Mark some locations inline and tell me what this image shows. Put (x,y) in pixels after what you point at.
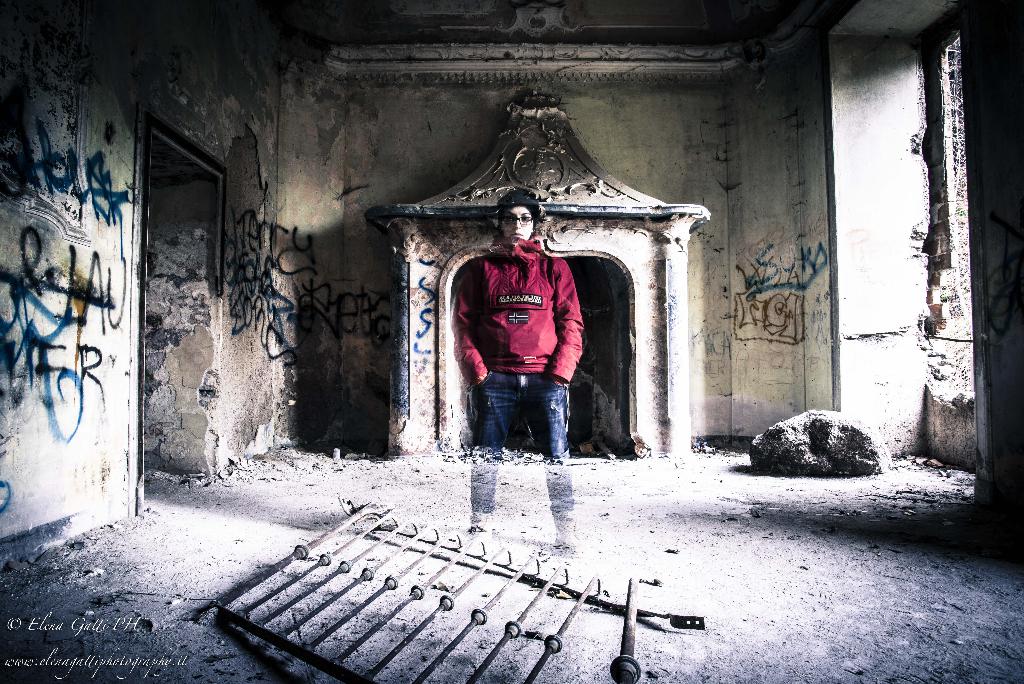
In this image I can see a person (527,216) is standing on the floor (498,526) and metal rods (419,628). In the background (273,341) I can see a wall (271,154) and a door (160,327). On the left bottom (43,649) I can see a text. This image is taken in a house (602,483) during a day.
